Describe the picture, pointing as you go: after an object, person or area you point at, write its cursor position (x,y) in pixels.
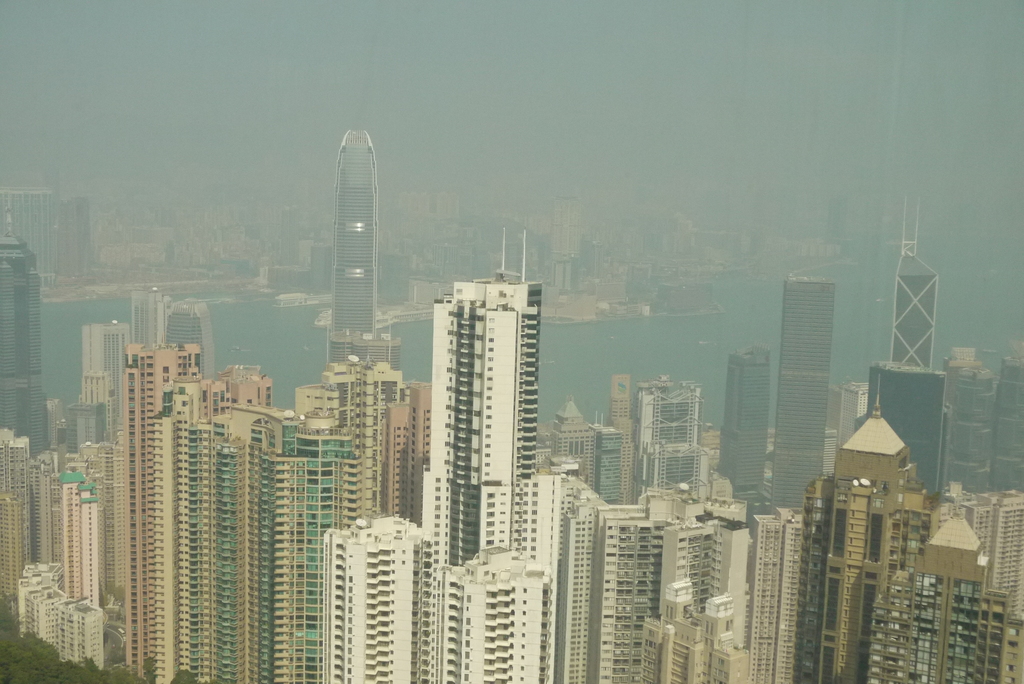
In this image we can see there are so many tall buildings (515,562) one beside the other at the bottom (465,590). In the middle (654,357) there is water (667,344). In the background (116,231) there are few other buildings (200,226) one beside the other.
